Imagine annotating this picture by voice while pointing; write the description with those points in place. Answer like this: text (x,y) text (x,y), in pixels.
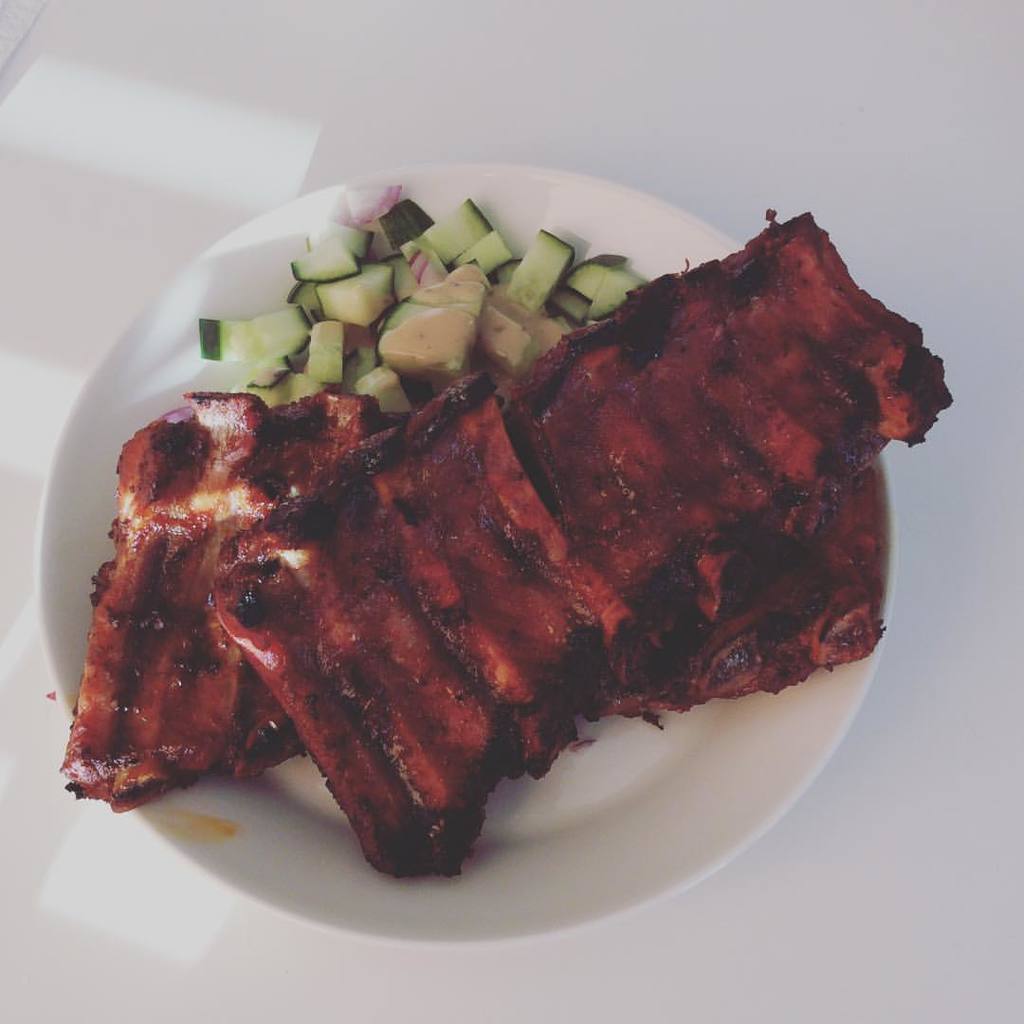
In the foreground of this image (546,527), it seems like meat (550,426) and cucumber pieces (395,270) in a white bowl (674,865) which is placed on a white surface (887,910).
